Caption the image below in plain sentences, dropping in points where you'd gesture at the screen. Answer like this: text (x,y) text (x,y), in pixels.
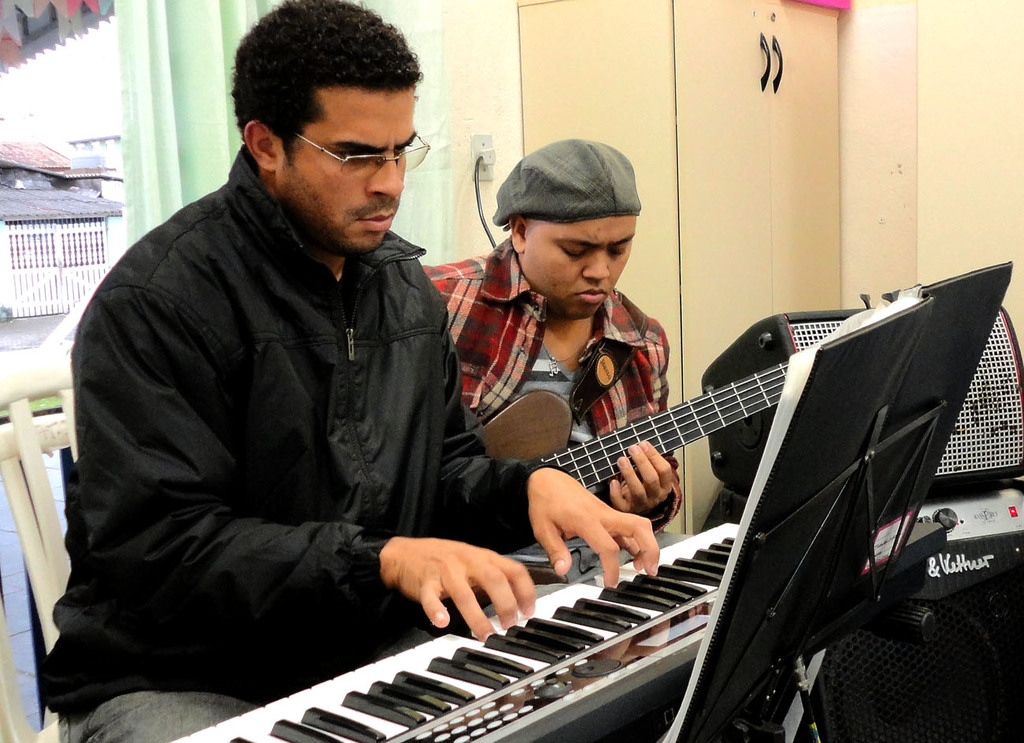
In this image we can see two persons (396,449) are sitting and playing musical instrument (526,646). Behind them one cupboard (715,159) is there and curtain (176,52) is there.
